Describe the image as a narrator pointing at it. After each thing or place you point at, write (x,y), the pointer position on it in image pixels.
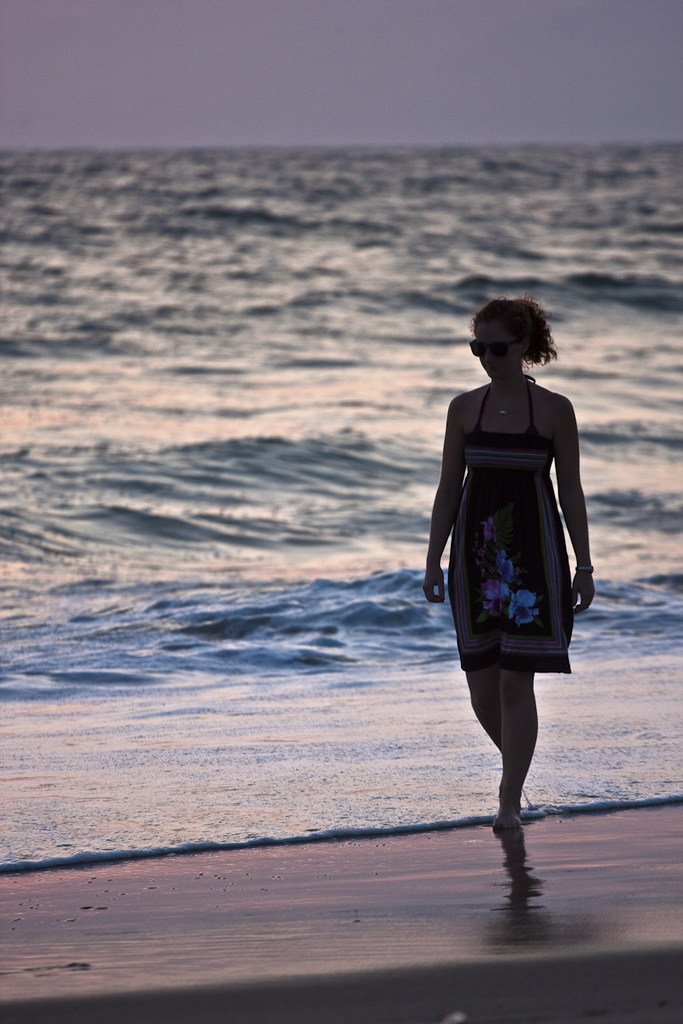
On the right side of the image (506,338) we can see a lady (526,679) walking on the sea shore (330,874). In the background (329,484) there is a sea (259,470).
